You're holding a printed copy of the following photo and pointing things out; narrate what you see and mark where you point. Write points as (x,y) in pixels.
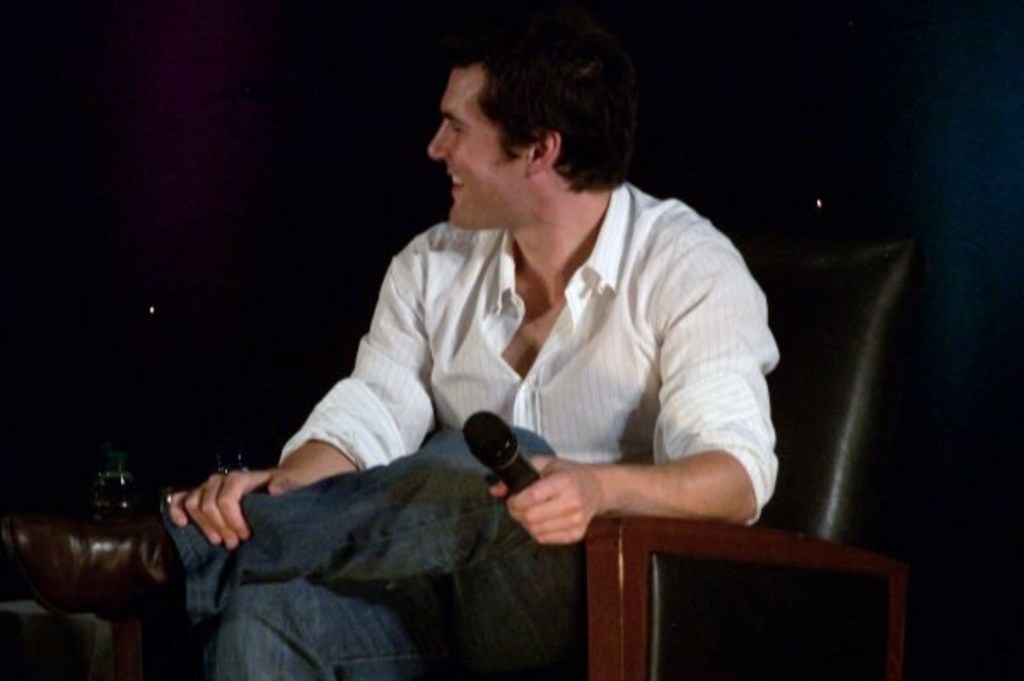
In this image I can see a person (619,385) sitting on the chair (754,639), holding a mike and he is smiling and background (48,158) is dark.
